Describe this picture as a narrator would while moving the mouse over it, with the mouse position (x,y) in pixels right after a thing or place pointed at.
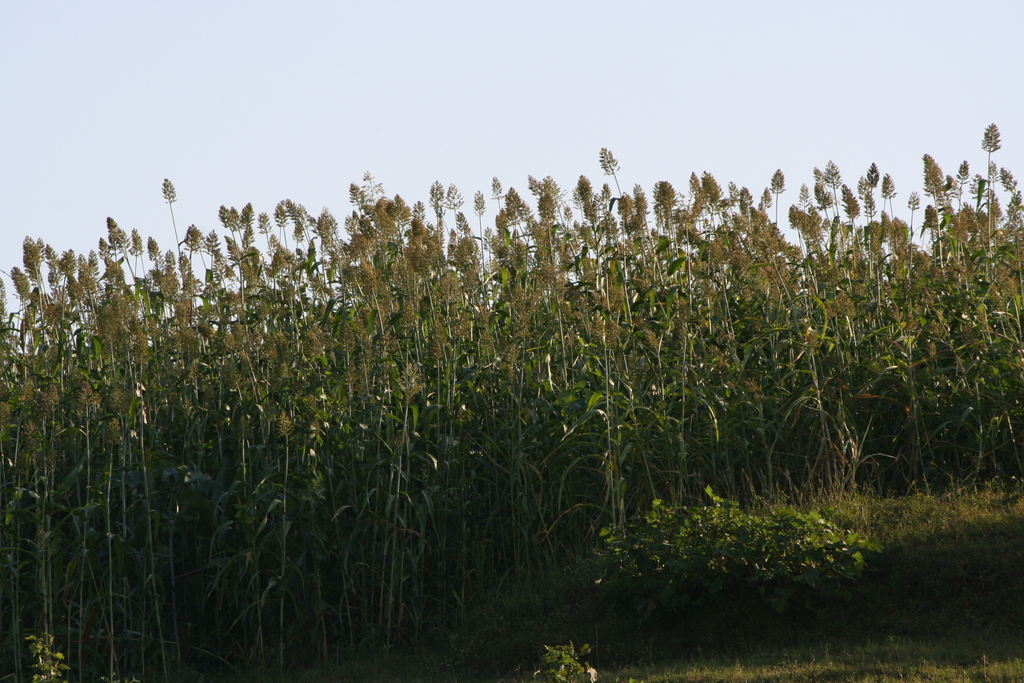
In this image I can see few plants (427,442) which are green and brown in color and some grass (789,644). In the background (723,177) I can see the sky (386,121).
